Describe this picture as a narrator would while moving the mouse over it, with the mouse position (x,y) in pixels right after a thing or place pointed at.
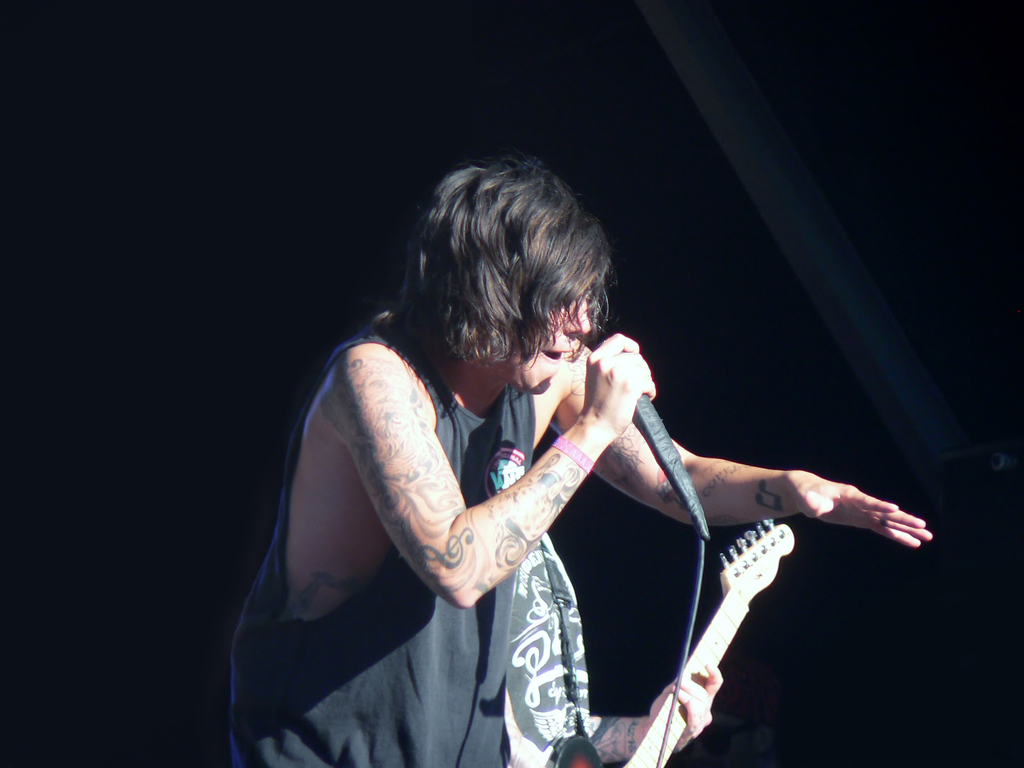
In this image we can see a person (477,571) holding a microphone (660,449) with cable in his hand (622,391), beside him we can see a person (566,710) holding a guitar (730,632) with his hand (707,693).
